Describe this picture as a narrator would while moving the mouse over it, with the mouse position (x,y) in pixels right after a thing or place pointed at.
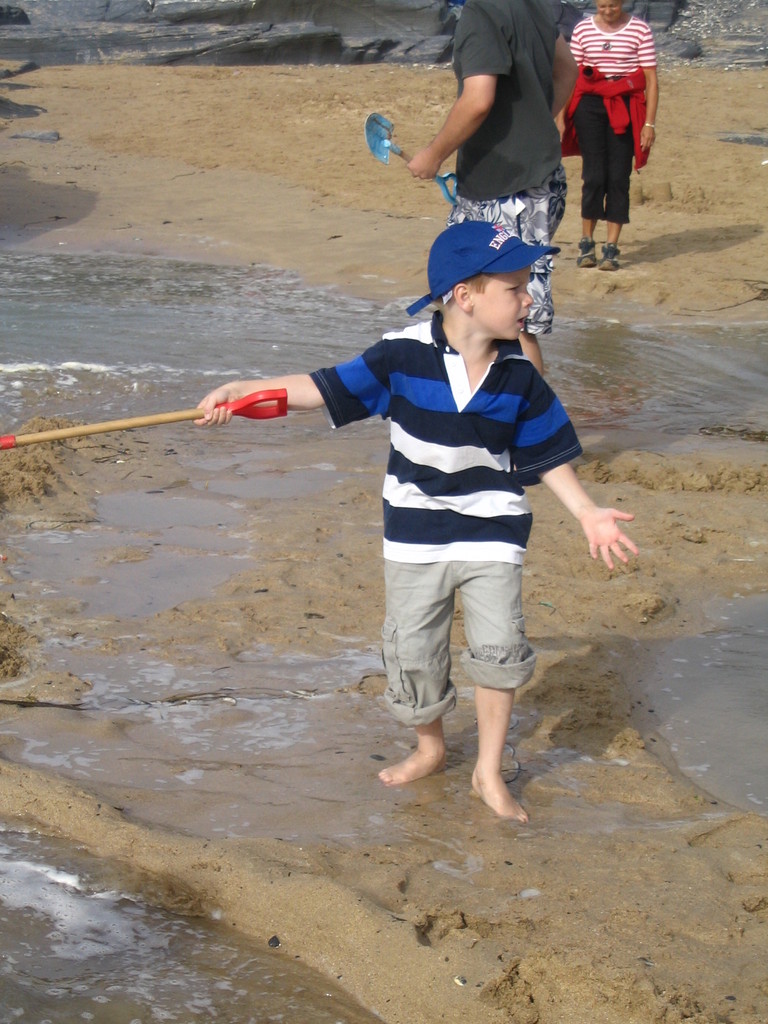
In this image, we can see people (555,44) and some are holding objects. At the bottom (162,813), there is water (155,714) and sand (188,859).
